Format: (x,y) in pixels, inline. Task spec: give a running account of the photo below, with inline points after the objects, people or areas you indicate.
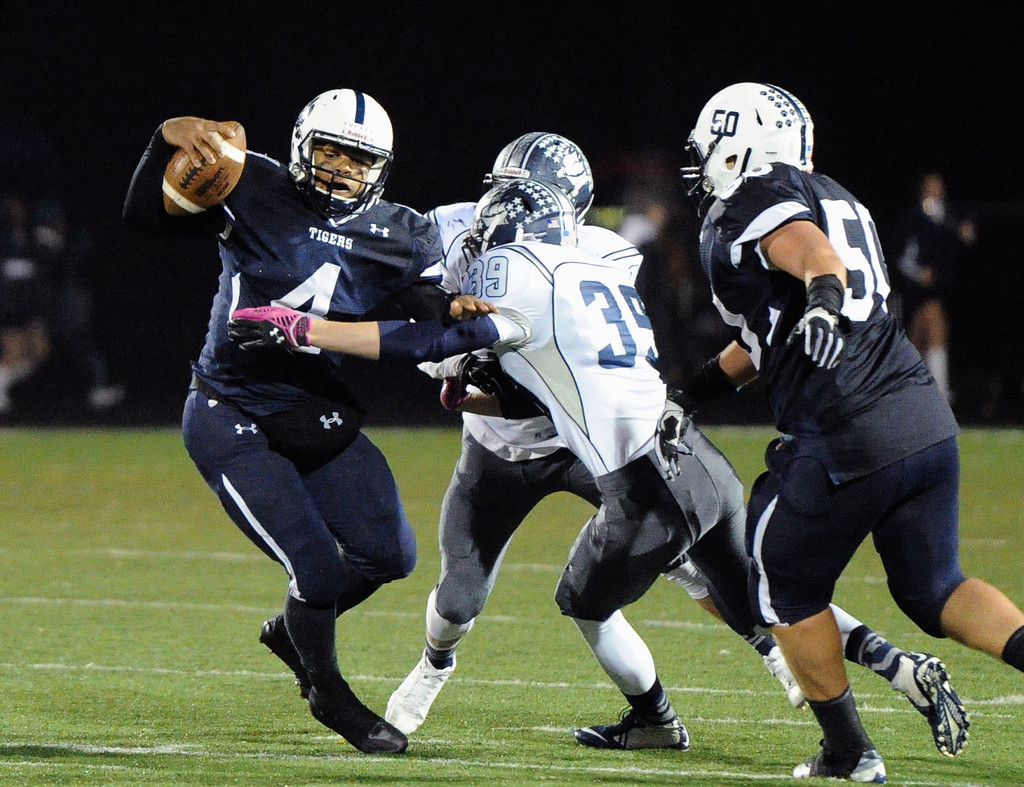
There are four persons (634,288) wearing helmets (304,178). Two of them are in black color t-shirts (349,300) and two of them are in white color t-shirts (565,335), playing on the grass (271,676) in the ground (370,642). In the background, there are persons (626,226).
